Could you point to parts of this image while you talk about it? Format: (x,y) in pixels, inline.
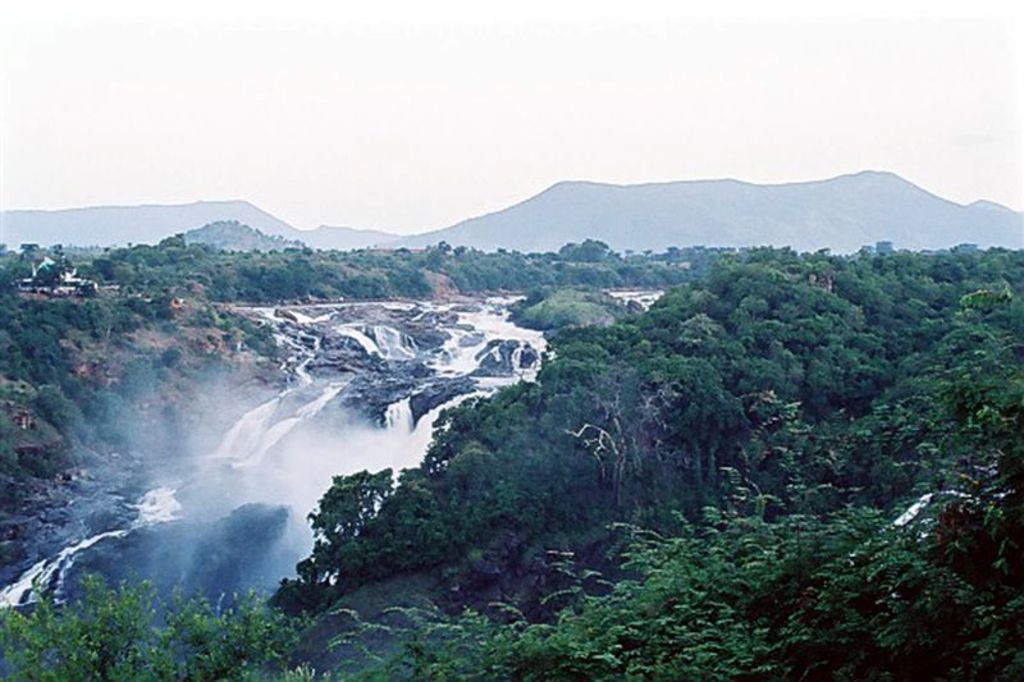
In this image, I can see trees (395,280), hills (143,240) and a waterfall (482,338). In the background (765,106) there is the sky (366,142).
